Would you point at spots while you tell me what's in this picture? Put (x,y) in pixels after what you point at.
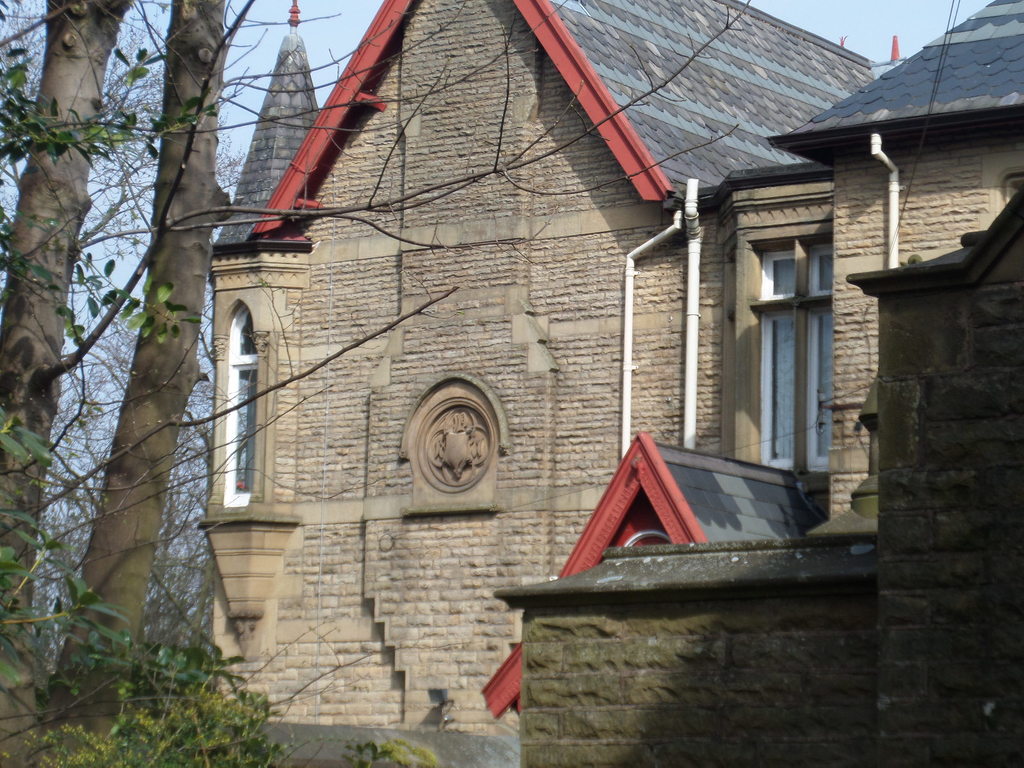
In this image we can see stone wall (608,711), stone buildings (628,149), wires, pipes (632,299), trees (6,147) and the sky (225,156) in the background (123,151).
